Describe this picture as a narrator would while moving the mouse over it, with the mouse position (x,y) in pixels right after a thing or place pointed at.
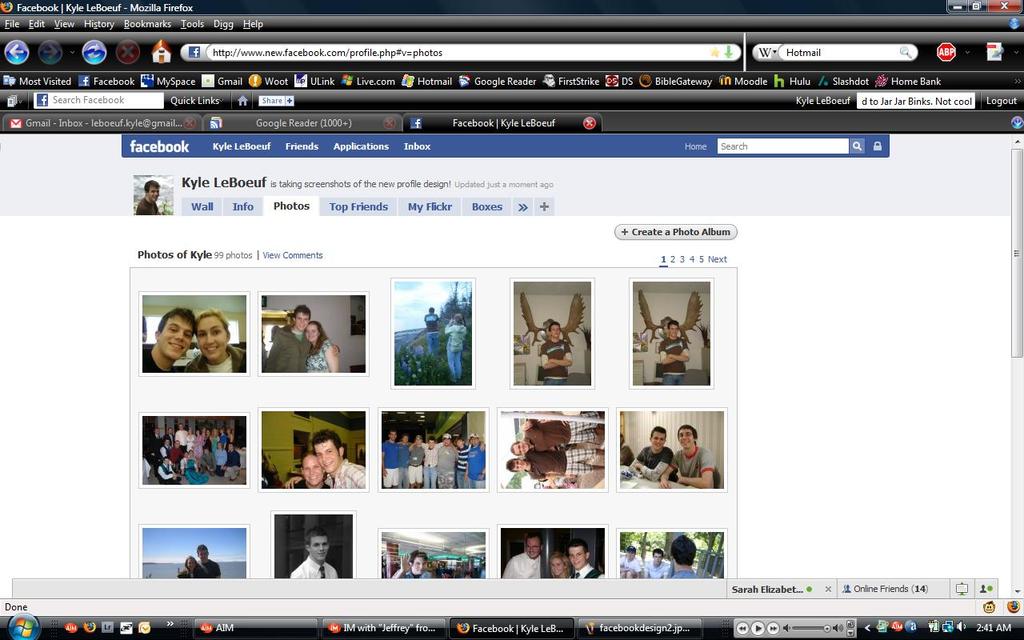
This is a picture of a screen (277,498), where there are folders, icons (208,82), images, numbers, words (59,83) and symbols (100,48) on the screen (272,394).
